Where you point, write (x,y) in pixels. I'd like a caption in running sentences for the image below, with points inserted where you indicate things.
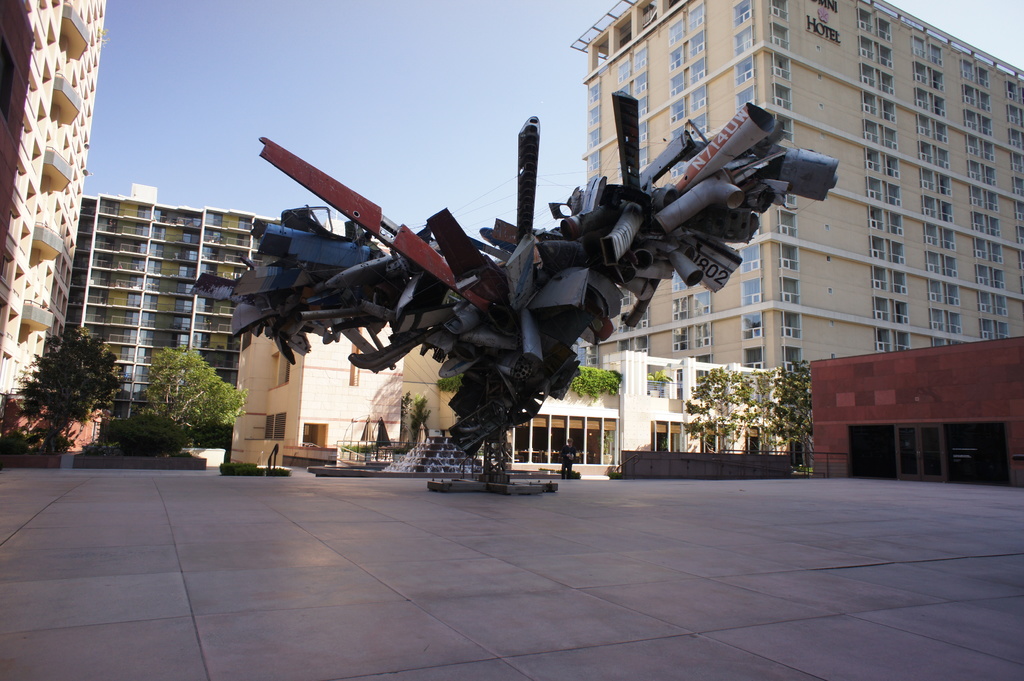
In the center of the image (485,348), we can see a sculpture (377,258) and in the background (429,366), there are buildings (677,57) and we can see trees (709,407) and there are umbrellas (384,434), a fence (654,469) and there is a fountain (439,457). At the bottom (440,595), there is a floor (314,563). At the top (269,39), there is sky (230,45).
